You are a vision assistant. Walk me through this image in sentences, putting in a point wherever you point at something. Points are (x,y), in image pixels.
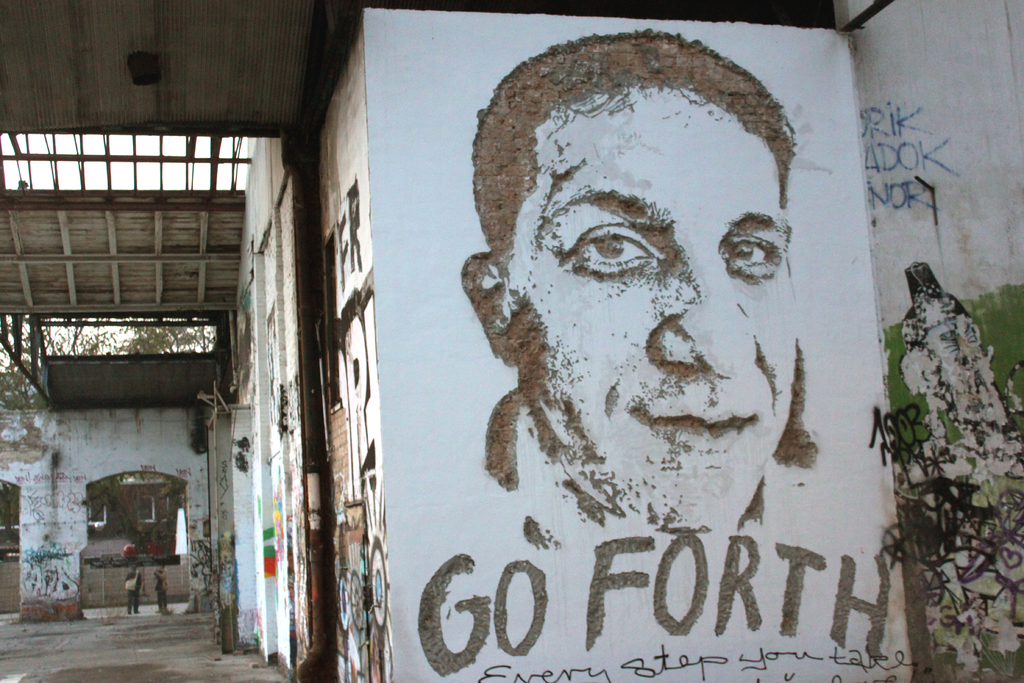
In the image we can see a wall (601,376) and on the wall (658,374) we can see the picture (661,408) of the person (639,336) and the text (689,657). Here we can see the floor (100,661), the trees (71,342) and the sky (117,172).
